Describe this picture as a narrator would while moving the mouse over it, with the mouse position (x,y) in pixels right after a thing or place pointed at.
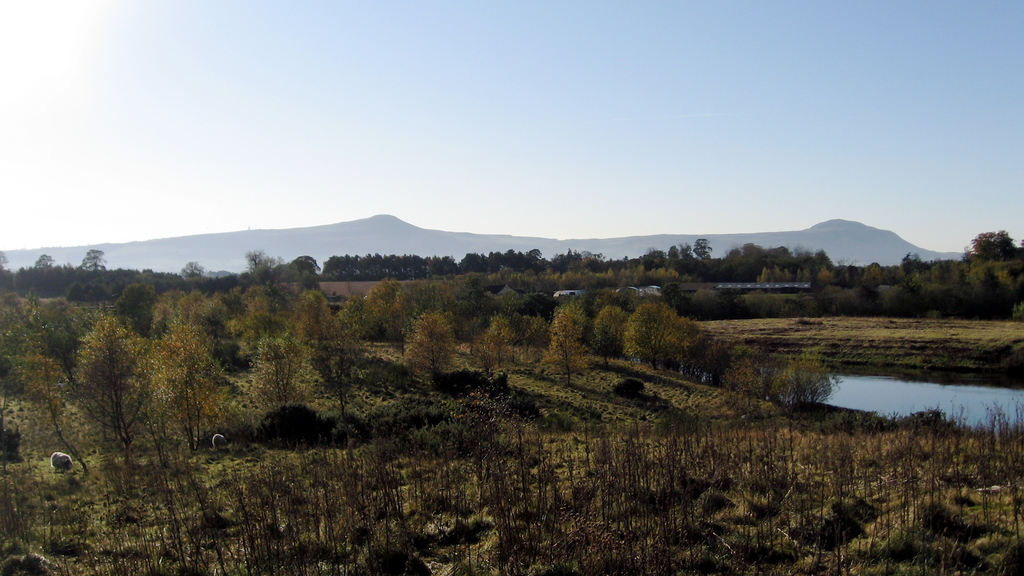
In this picture there are two animals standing on the grass (181,494) on the left side of the image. At the back (670,328) there are buildings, trees (658,255) and mountains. On the right side of the image (987,411) there is a river (841,392). At the top (498,114) there is sky (628,96). At the bottom (608,537) there is grass (910,434).
